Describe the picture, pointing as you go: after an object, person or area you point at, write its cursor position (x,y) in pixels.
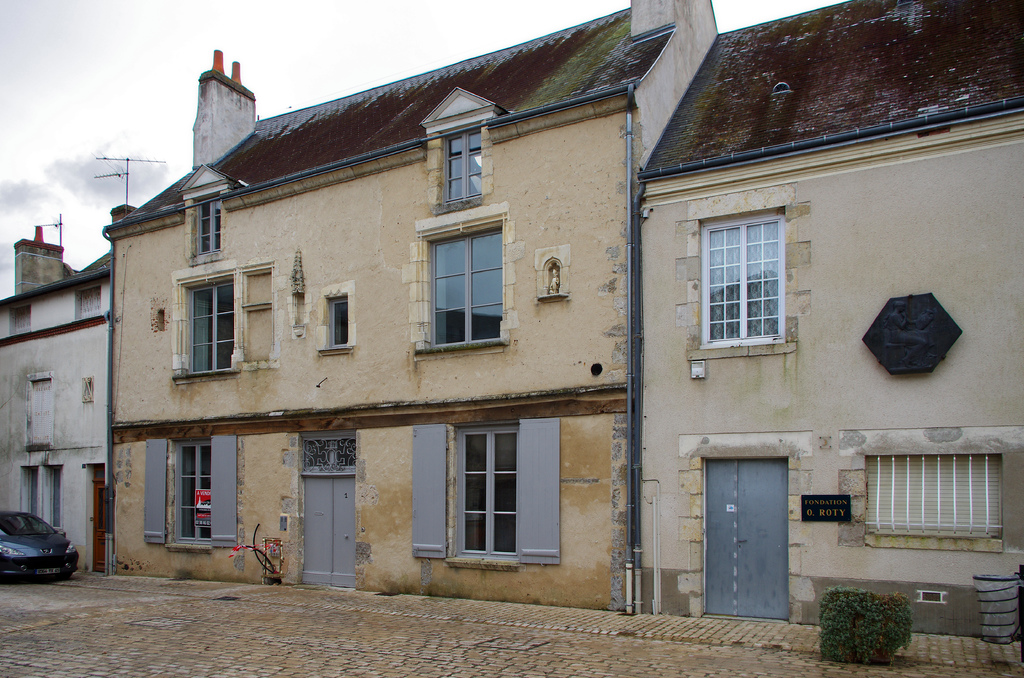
In this picture I can see buildings (273,325) and I can see a car (45,539) and I can see a plant (865,630) and a cloudy sky (366,87).
